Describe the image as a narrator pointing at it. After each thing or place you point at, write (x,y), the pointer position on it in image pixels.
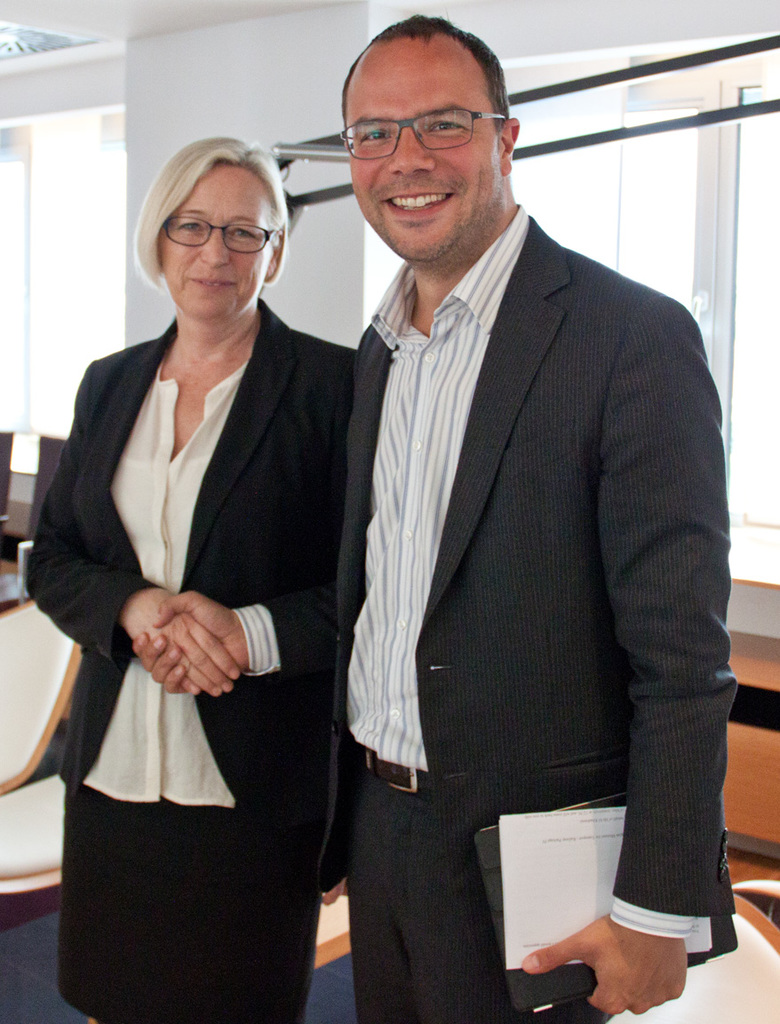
In this picture we can see a man (233,624) and a woman (198,679) shaking hands (204,608) and smiling. We can see this man (477,820) is holding some objects (515,830) in his hand (640,935). There are a few rods (330,139), a pillar (261,127) and other objects (80,269) are visible in the background (723,152).
